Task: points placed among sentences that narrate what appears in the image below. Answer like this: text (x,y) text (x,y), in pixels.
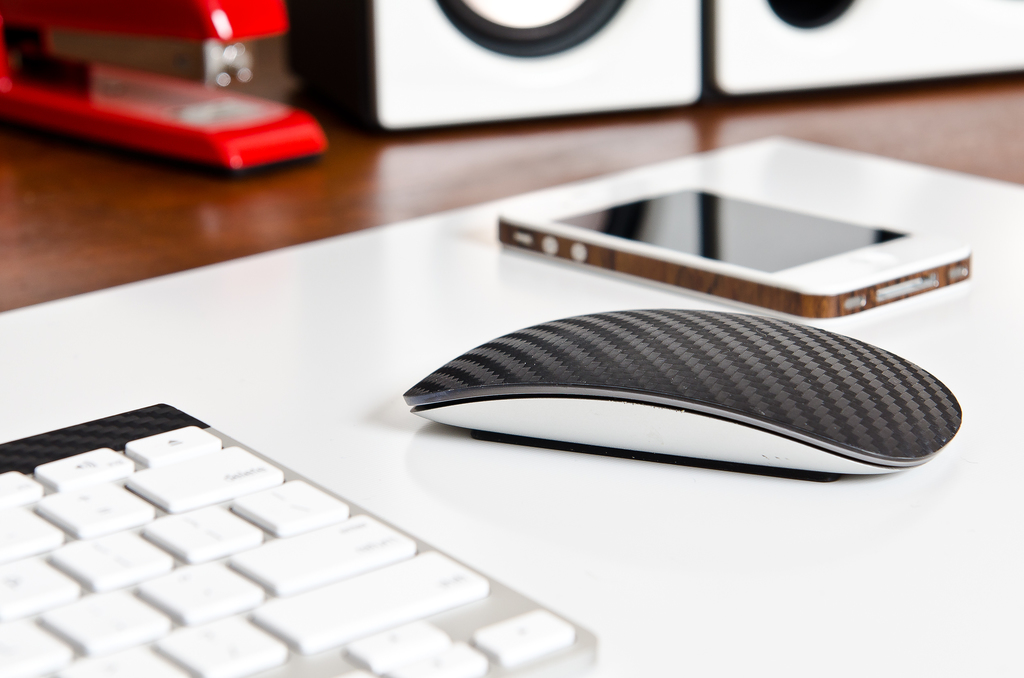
In this picture we can see a mobile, mouse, keyboard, speakers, stapler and these all are placed on a platform (403,382).
